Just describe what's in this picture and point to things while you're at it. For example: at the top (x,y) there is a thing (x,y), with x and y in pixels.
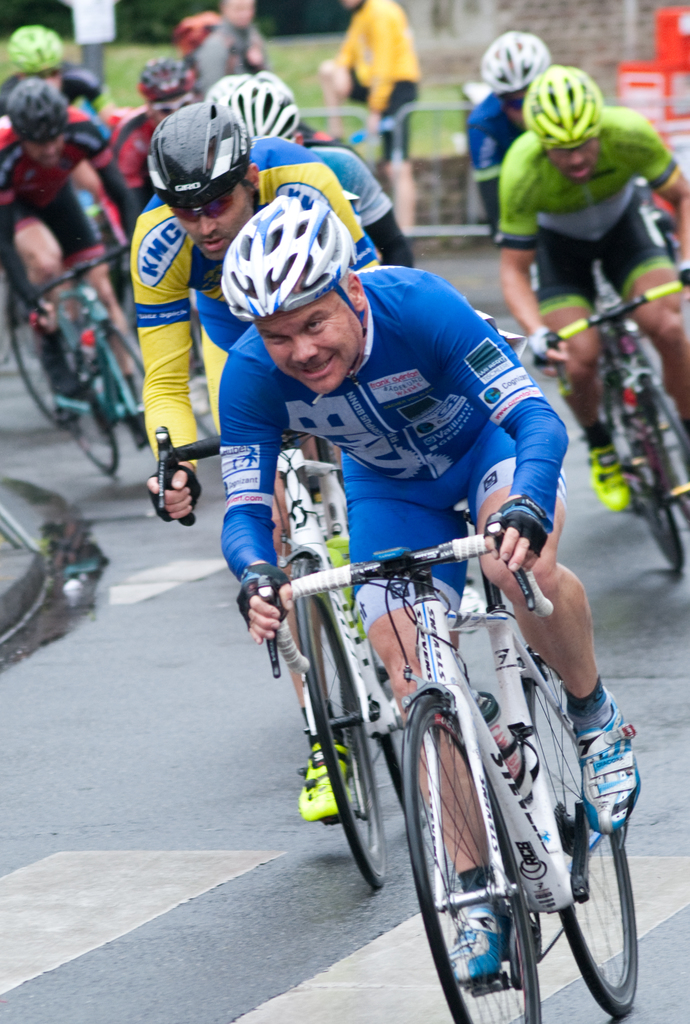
In the picture we can see a many people (256,461) are riding a bicycles (460,691) wearing a helmets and shoes (615,486).
